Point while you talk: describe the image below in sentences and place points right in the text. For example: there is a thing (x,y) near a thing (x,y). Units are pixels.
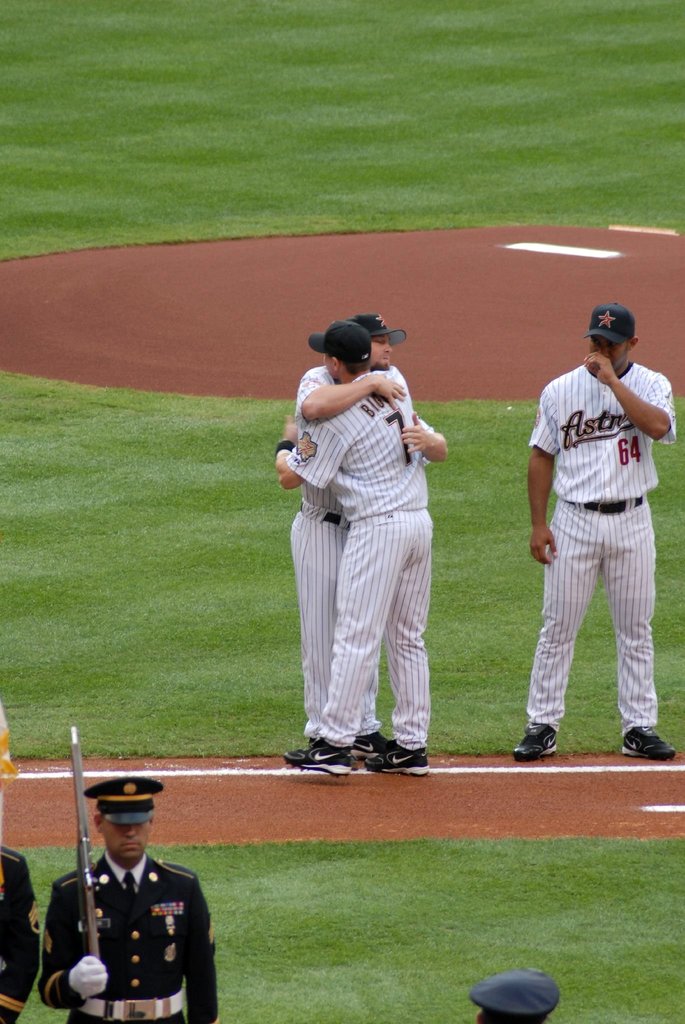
In the center of the image (361,495) we can see two men (348,516) standing in the ground (481,672) hugging each other. We can also see a group of people (135,826) around them. In that a man (194,952) wearing a cap (131,818) is holding a gun (89,921). We can also see some grass (469,524) on the ground (166,840).
